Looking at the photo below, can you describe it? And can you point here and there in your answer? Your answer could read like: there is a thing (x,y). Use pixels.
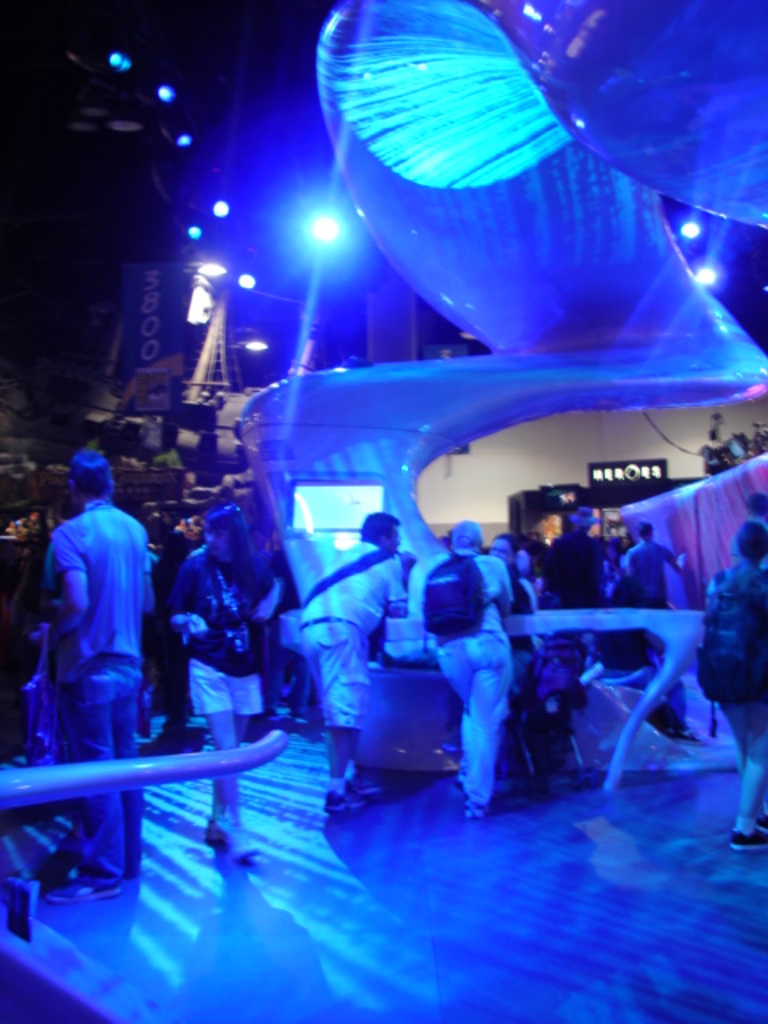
In the picture we can see some group of persons (199,666) standing and some are walking under blue lights (311,257).
